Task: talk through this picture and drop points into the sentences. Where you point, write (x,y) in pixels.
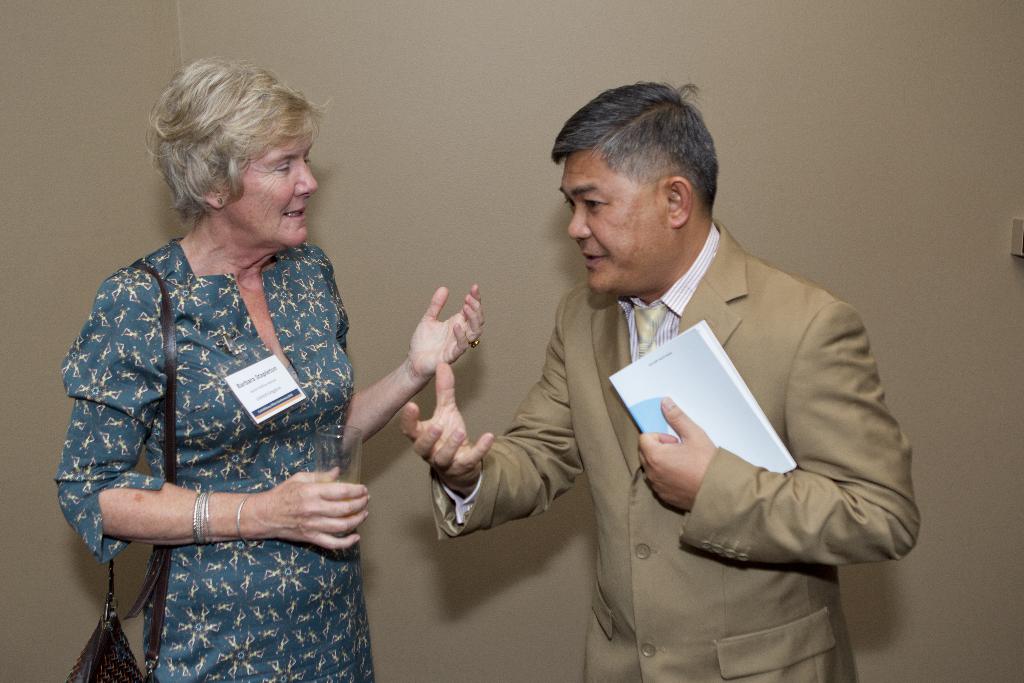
In this picture we can see the old woman (272,405), standing in the front (260,417) and discussing something with the man (775,400) wearing brown suit (756,490) and holding the book (696,402) in the hand (675,406). In the background (512,111) there is a brown wall (910,33).
